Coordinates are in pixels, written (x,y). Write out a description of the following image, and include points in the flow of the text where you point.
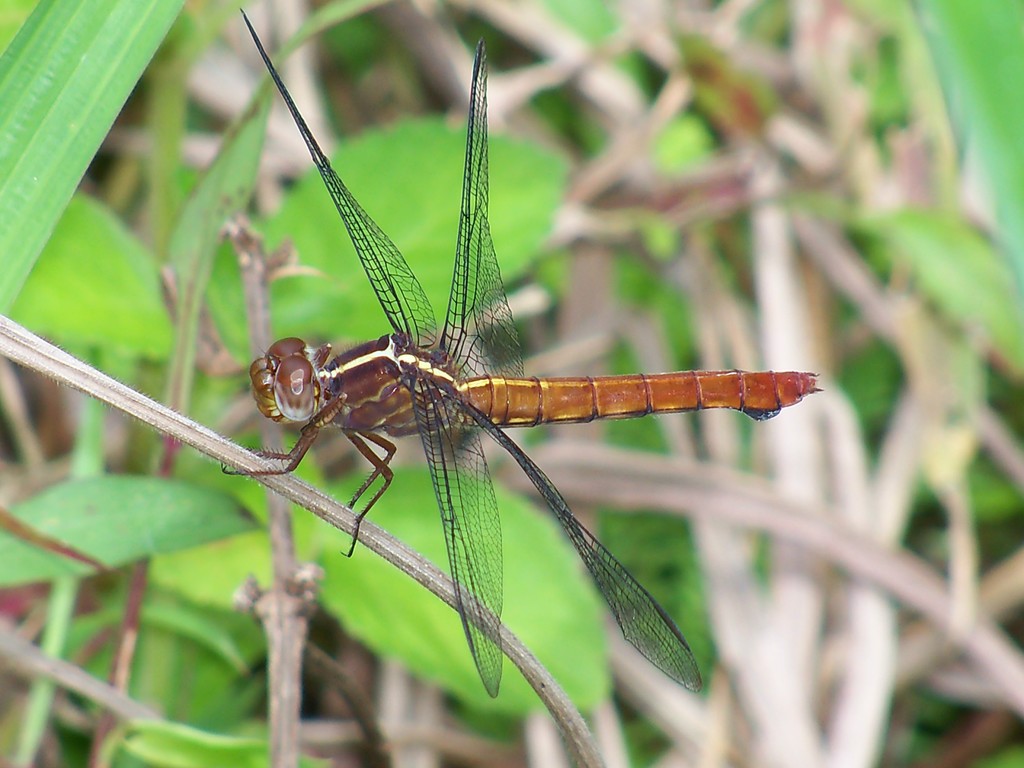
In this image we can see a fly (499,431) on the branch (257,457) of a tree (312,507). In the background (650,119), we can see some plants (826,679).
